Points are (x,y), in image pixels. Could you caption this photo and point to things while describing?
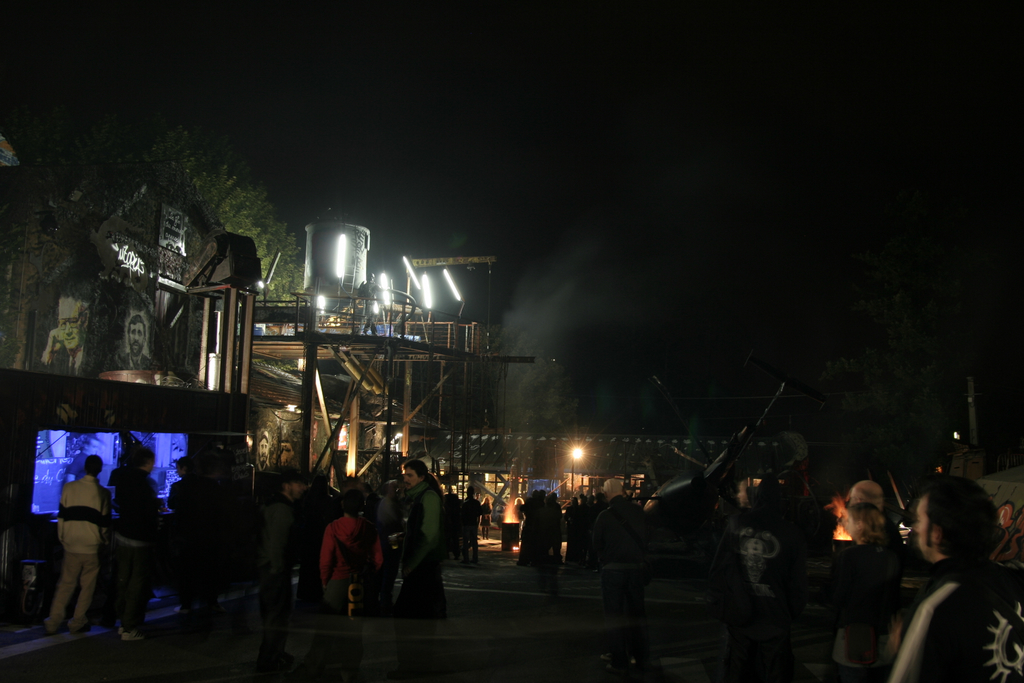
This is an image of the busy street (337,651) where we can see there are so many people (867,611) standing on the road (439,633), beside that there are some buildings (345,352) and a stage (329,343) beside the building (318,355) where we can see there are so many lights (388,298).
